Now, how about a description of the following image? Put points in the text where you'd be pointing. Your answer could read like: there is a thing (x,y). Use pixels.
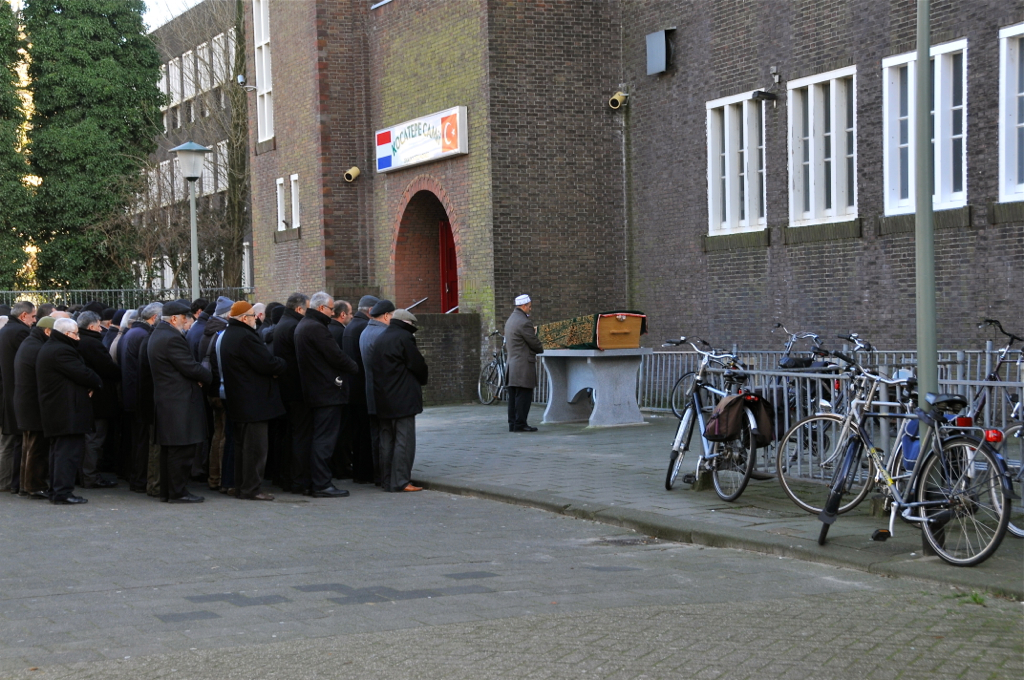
In this image on the left side (271,310) there are a group of people (245,379) who are standing, and on the right side (844,307) there are some buildings (486,190), windows (762,156), and some cycles (843,477) and a railing (968,364). At the bottom (384,540) there is a road (440,538), and in the background (227,227) there are some trees (147,198), pole (193,205) and light (185,173). On the left side (196,167) there is one pole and in the center (577,334) there is one box (625,327) on a table (603,385).
